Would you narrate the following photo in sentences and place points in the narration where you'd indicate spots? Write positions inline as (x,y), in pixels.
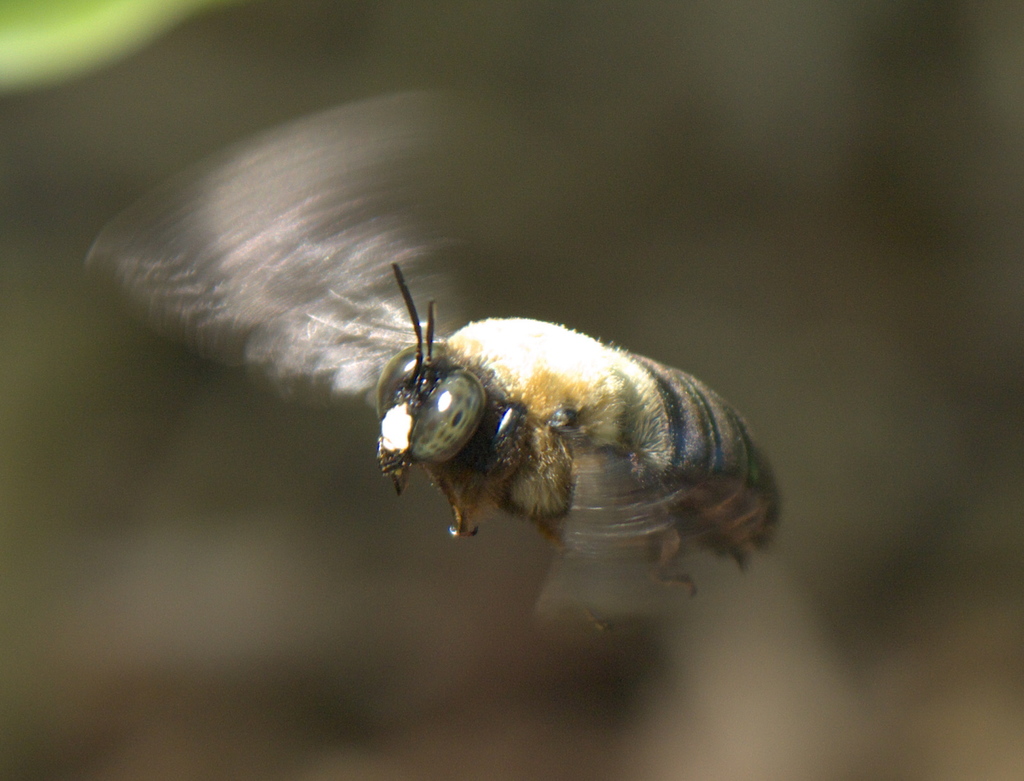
In the middle of the image (439,378) we can see an insect (522,426) and we can find blurry background (647,259).
